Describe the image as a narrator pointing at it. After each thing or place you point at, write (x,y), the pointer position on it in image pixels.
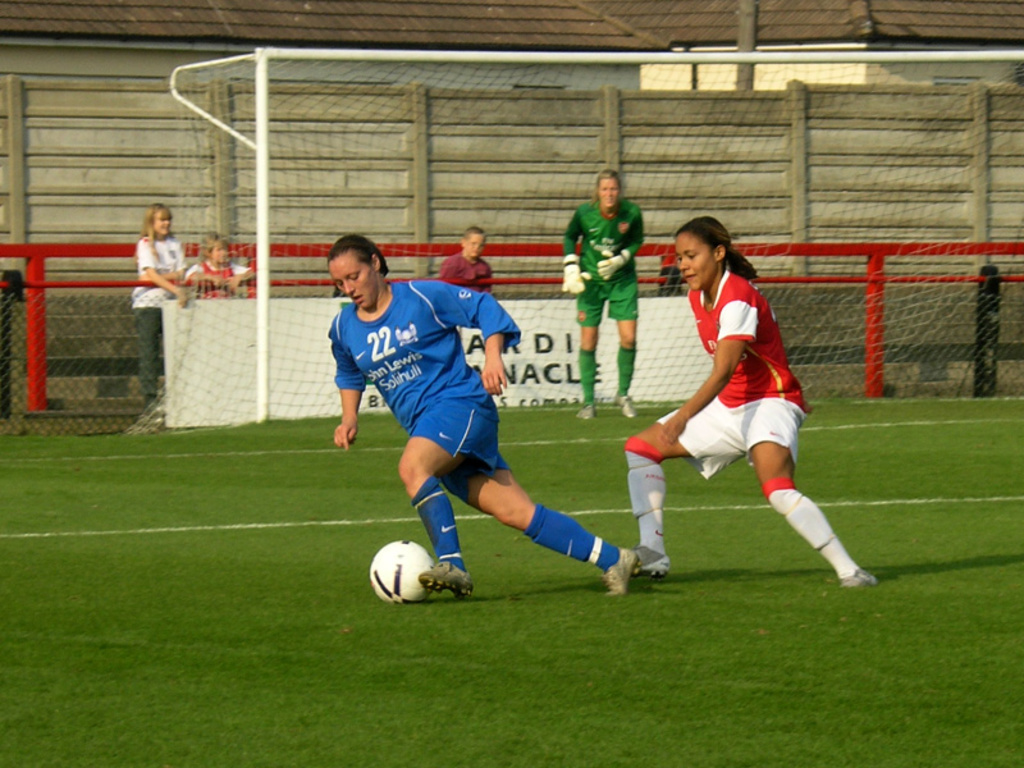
In the front of the image (459,382) I can see two people (666,431) are playing football. Land (490,517) is covered with grass (662,632). In-front of the woman (446,394) there is a ball (405,579). In the background of the image (525,203) there is a wooden wall (742,146), houses (817,16), pole (746,41), mesh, rods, banner (234,323) and people (186,305).
